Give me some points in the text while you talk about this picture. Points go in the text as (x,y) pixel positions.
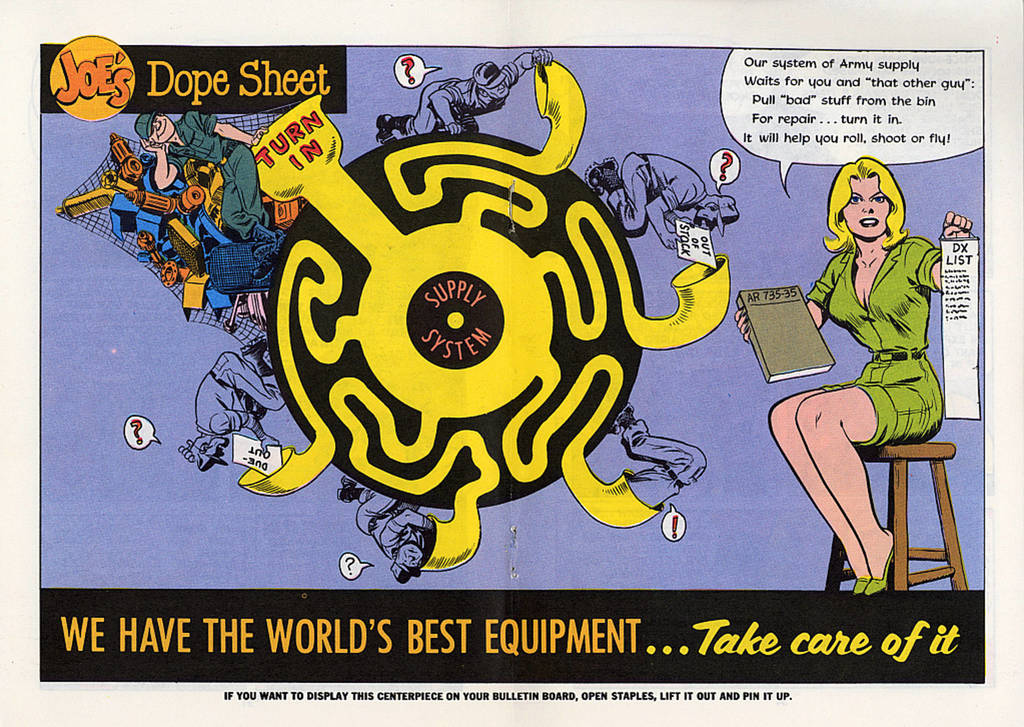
This picture might be an article (525,562) in the paper (564,570). In this image, we can see pictures (869,234) of a woman (877,254) holding an object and sitting on the stool (925,458), we can also see some pictures (361,350) and text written in the article (585,196).
